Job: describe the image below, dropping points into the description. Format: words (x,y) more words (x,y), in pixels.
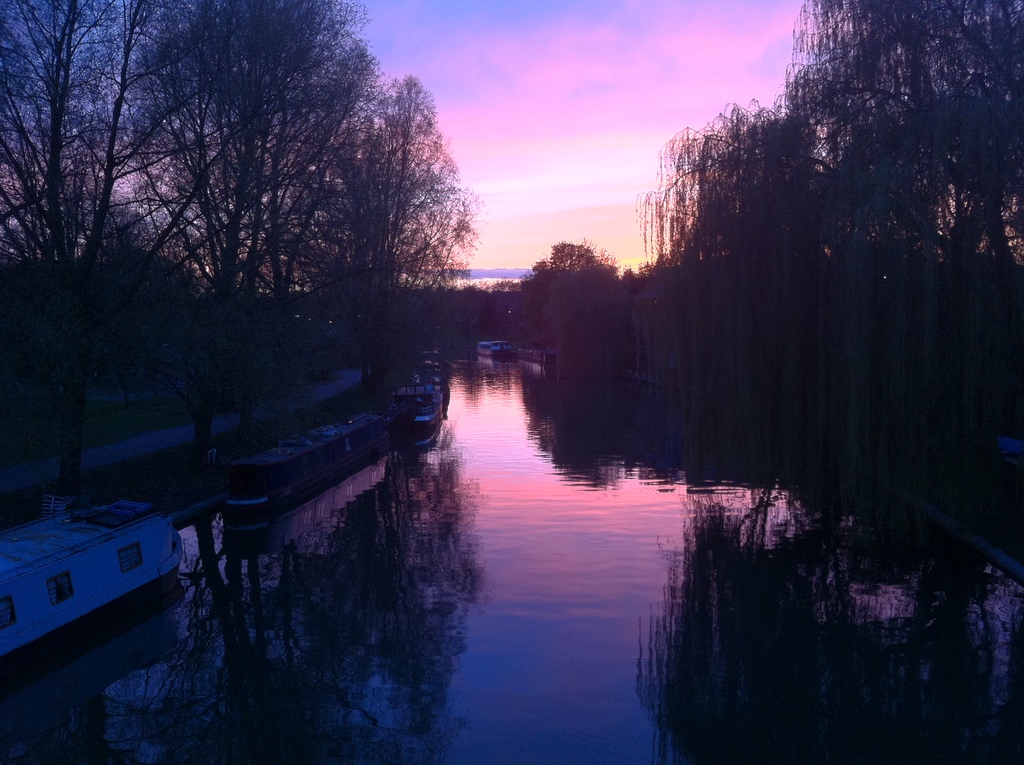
In the center of the image (601,262) we can see the sky (554,160), clouds (595,184), trees (737,327), water (578,512), boats (158,526), grass (171,397) and a few other objects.
